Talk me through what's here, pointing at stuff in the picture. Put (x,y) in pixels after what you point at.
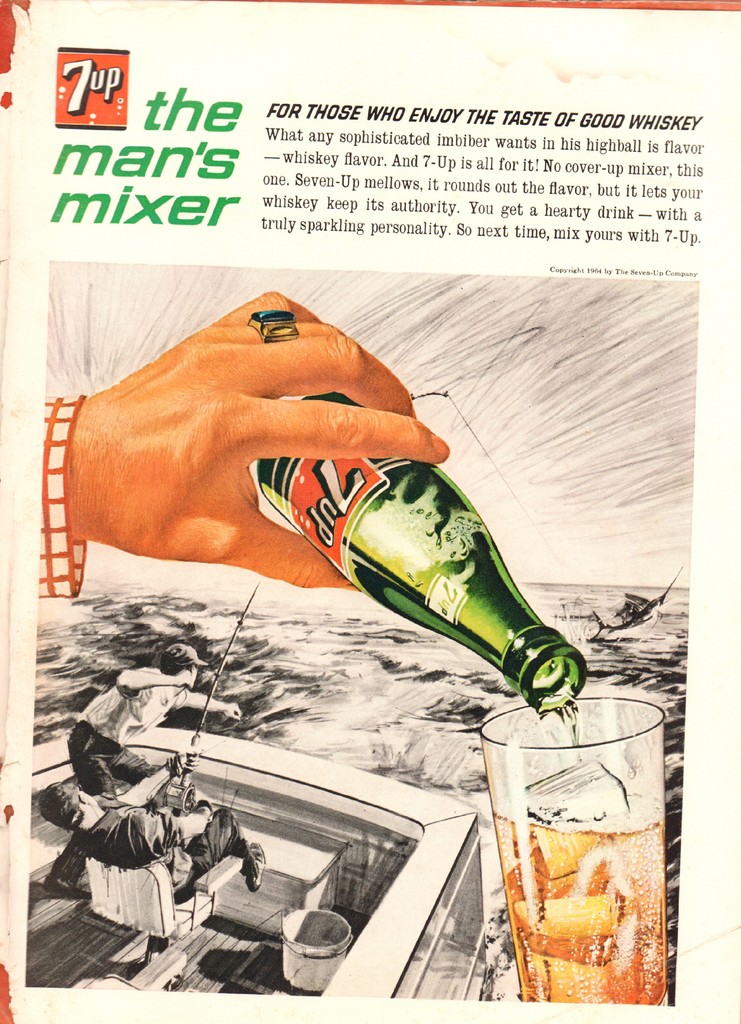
This might be a poster, in this image there is text (423,194) and in the center (288,430) there is one person's hand (183,396) is visible and the person (359,434) is holding a bottle (383,503) and pouring drink (571,724) into the glass (566,801). At the bottom (166,870) there is ship (63,915), and in the ship (63,905) there are two persons (162,693) and some objects (176,802) and a bucket (312,927) and there is a sea (175,642). And in the background (635,611) there is a fish (620,627).
